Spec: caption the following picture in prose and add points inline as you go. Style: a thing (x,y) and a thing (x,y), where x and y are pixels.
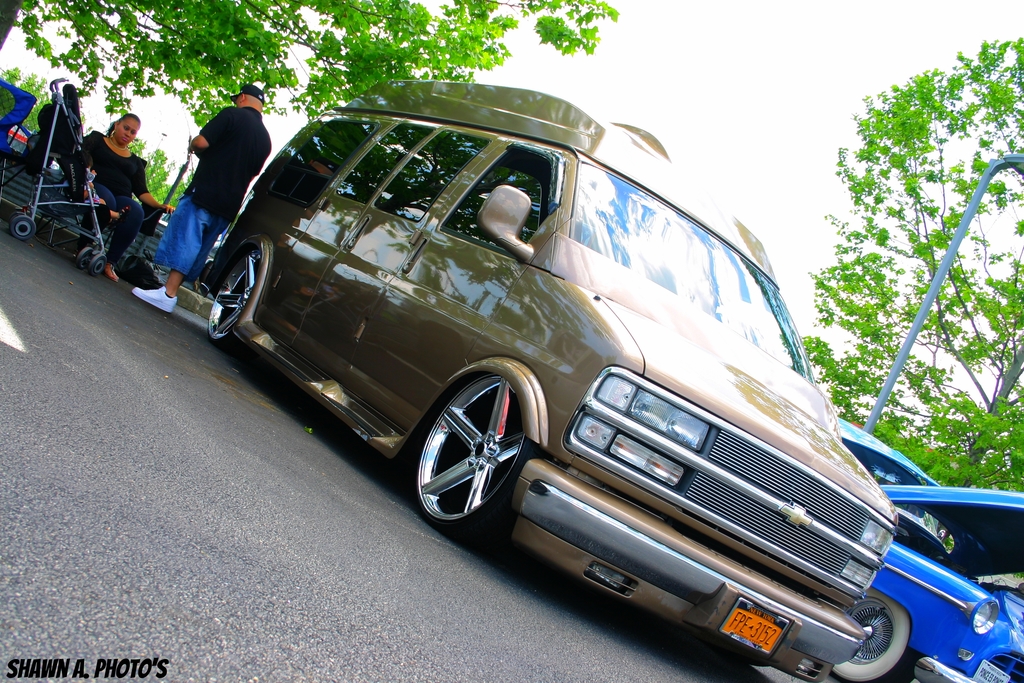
This is the car (440,440) on this road (341,497), left side (108,178) a woman (117,187) is sitting and a man (213,202) is standing. There are trees (493,5).
